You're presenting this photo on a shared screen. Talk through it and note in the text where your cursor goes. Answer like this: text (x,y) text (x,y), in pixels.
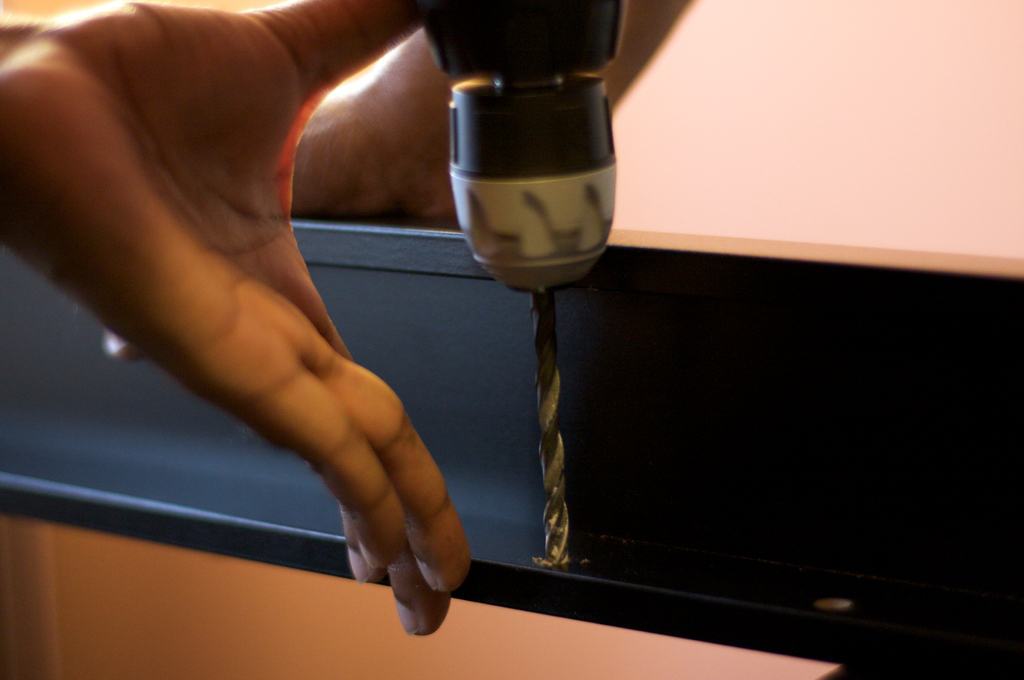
In the picture we can find a hand (182,174) and a drilling machine (520,257) is drilling into the object (471,378).
